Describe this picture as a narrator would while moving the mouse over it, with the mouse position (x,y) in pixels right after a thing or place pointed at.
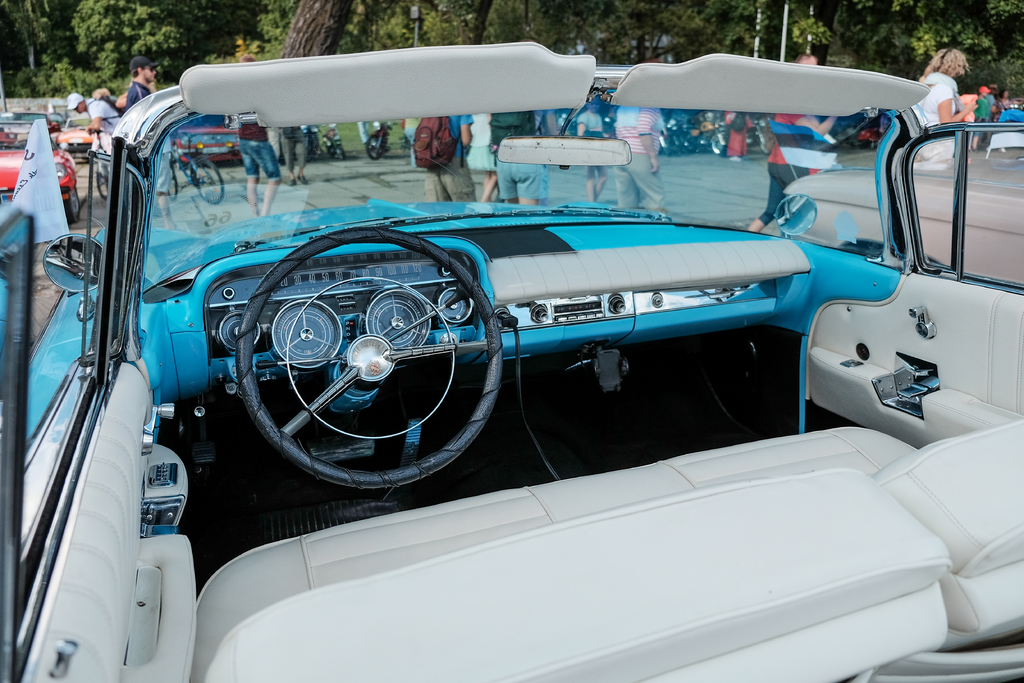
A picture of a vehicle (417,537). In this vehicle (718,450) we can see steering (357,477), windshield (513,198) and doors (62,592). Background of the image (910,48) we can see trees (180,12), people (261,140), poles (784,26) and vehicles (56,148).
